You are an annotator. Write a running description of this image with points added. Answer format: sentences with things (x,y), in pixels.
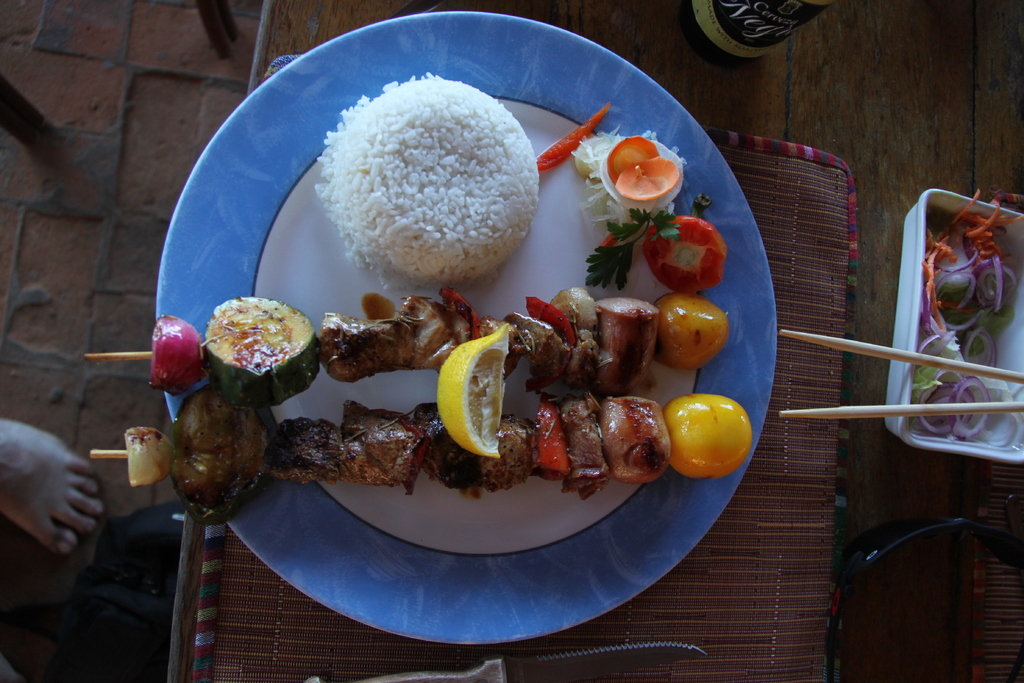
This is a table (927,635). On the table (889,576) we can see a plate (536,515), knife (488,663), chopsticks (826,339), box (972,447), and food (658,475). Here we can see foot (52,551) of a person (50,522) on the floor (101,136).
